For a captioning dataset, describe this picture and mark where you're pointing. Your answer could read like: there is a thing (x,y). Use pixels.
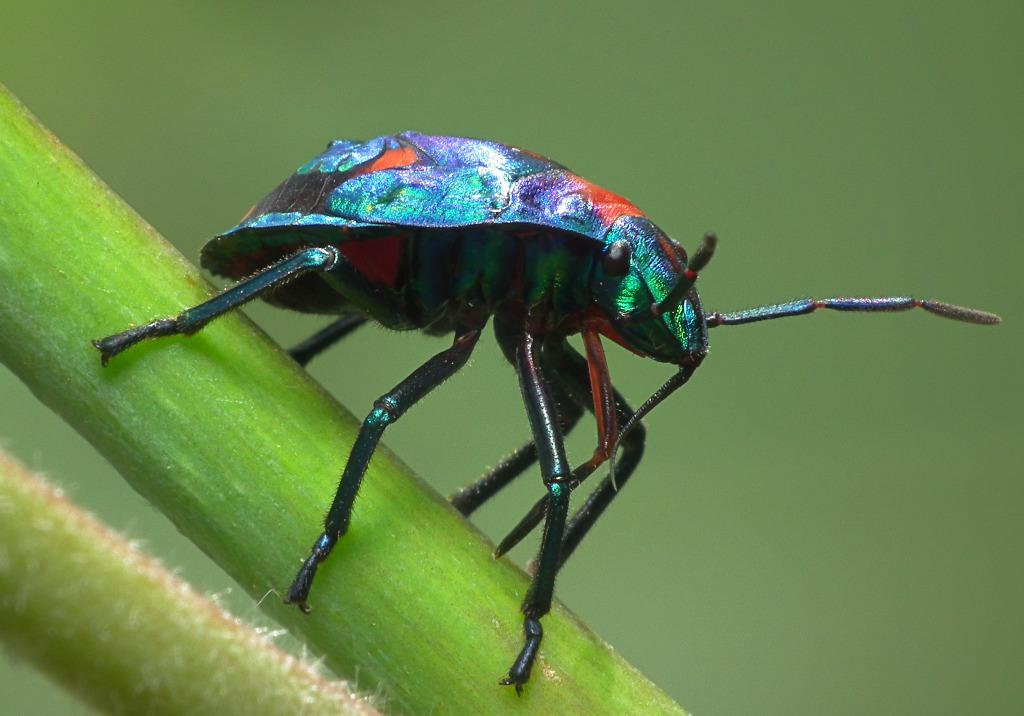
It is an insect (594,360) on the stem (262,480) of a plant (223,515).
